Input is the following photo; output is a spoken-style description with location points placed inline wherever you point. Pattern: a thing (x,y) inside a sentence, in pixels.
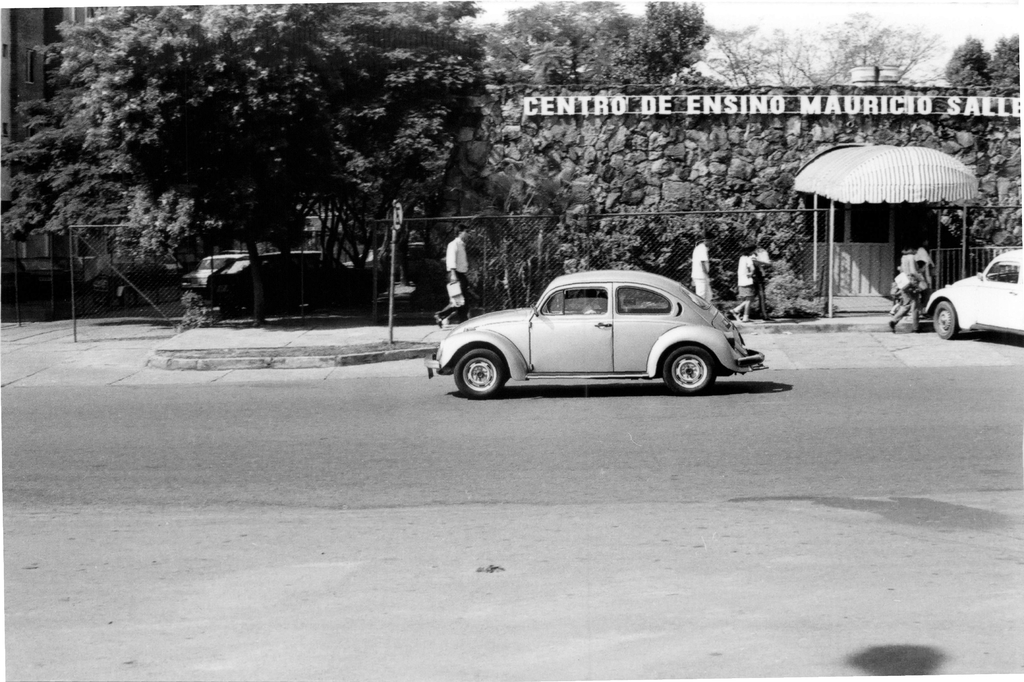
This is a black and white image in this image there are cars (738,343), on road (574,479) beside that there is a footpath (398,333) on that footpath (355,326) people (905,286) are walking, in the background (371,83) there are trees (459,43) and a wall (778,89), on that wall (820,111) there is a text (838,103) and a entrance door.
